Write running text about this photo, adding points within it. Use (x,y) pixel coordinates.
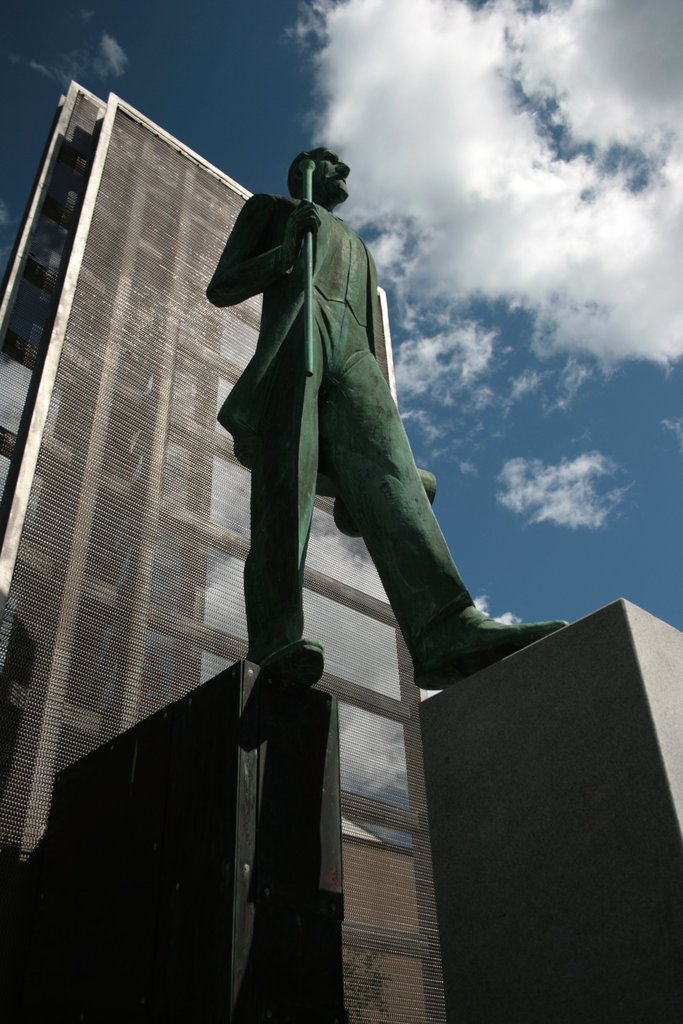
In this picture I can see there is a statue of a person (304,666) standing on a rock (499,788) and there is a stick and in the backdrop (108,347) there is a wall (102,364) and the sky (595,381) is cloudy.
